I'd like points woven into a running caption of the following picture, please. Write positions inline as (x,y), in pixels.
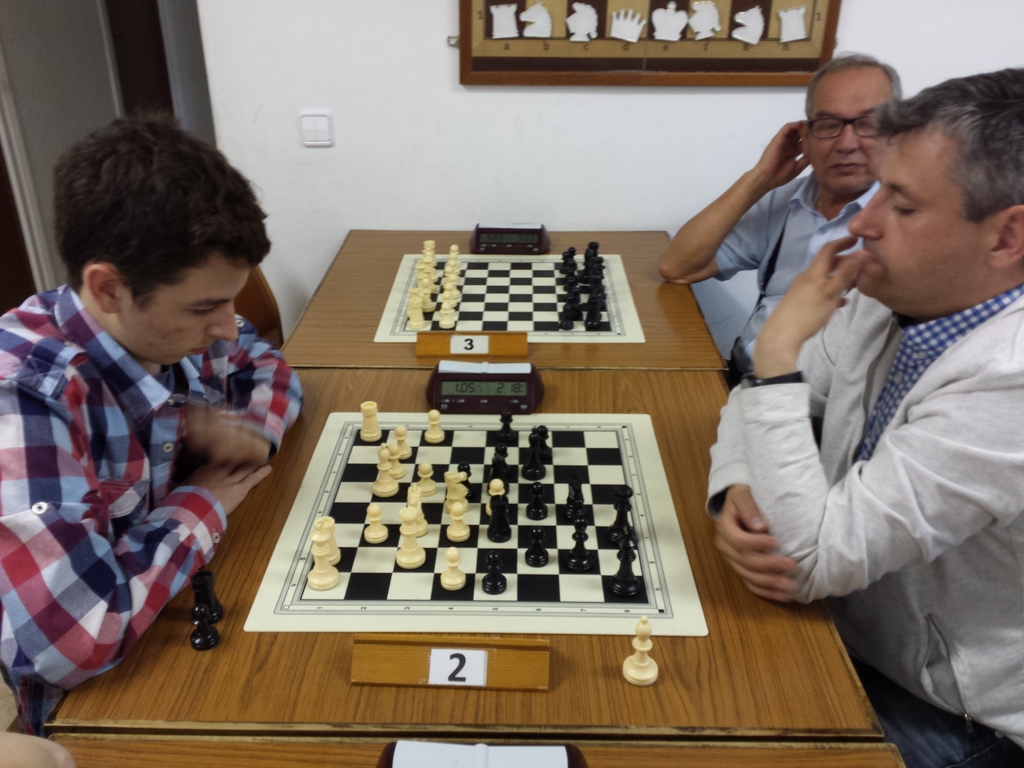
There are three members (835,416) sitting around a two tables (672,483). Two of them were playing chess (341,434) which was placed on the table (371,398). In the background (524,56) there is a photo frame (513,70) attached to the wall (428,126).
